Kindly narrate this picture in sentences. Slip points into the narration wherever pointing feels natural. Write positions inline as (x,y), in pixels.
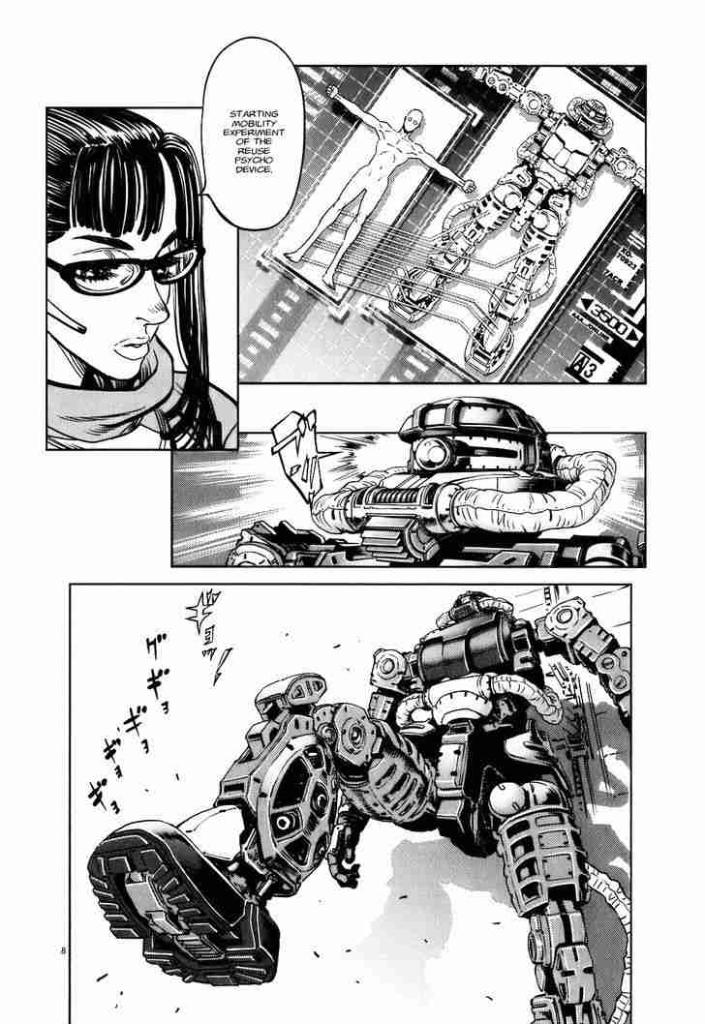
This is an edited picture. In this image there are pictures (316,843) of robots (514,84) and there is a picture (201,273) of a woman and there is text (235,119). At the back (189,84) there is a white background (14,278).
